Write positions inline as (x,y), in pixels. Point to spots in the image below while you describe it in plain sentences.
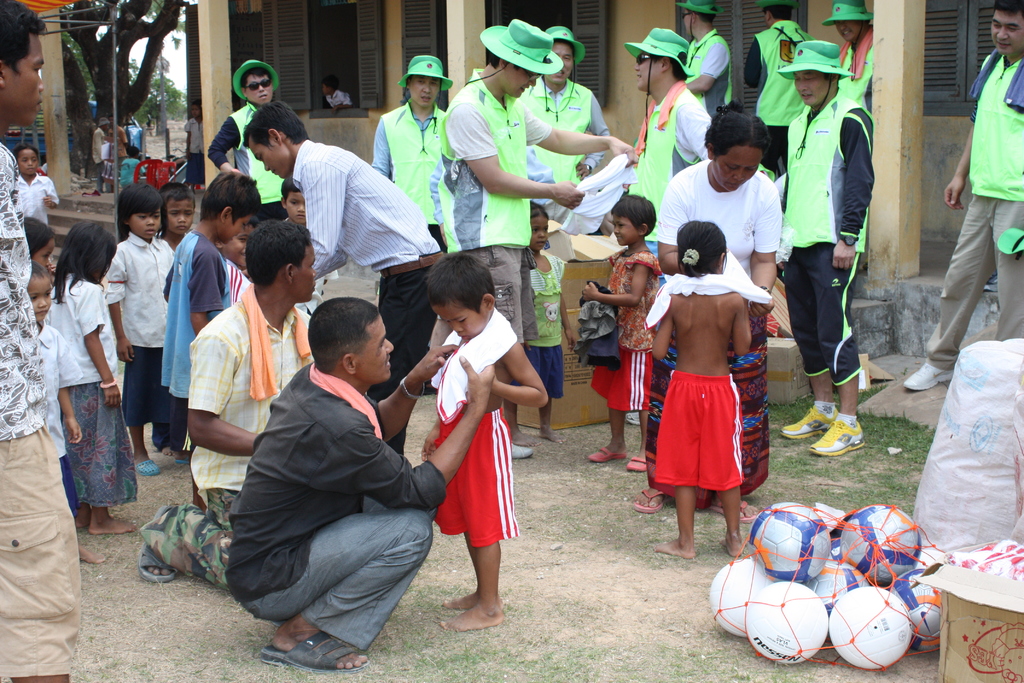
In the foreground of the picture (354,196) we can see people (492,182), kids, balls (861,597), cover (986,433), box (970,638) and grass (556,561). In the middle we can see pillars (464,38), windows (363,67), chairs (163,178) and other objects (132,136). At the top left corner (123,120) we can see trees (143,90), sky (168,38) and other objects (114,97).
